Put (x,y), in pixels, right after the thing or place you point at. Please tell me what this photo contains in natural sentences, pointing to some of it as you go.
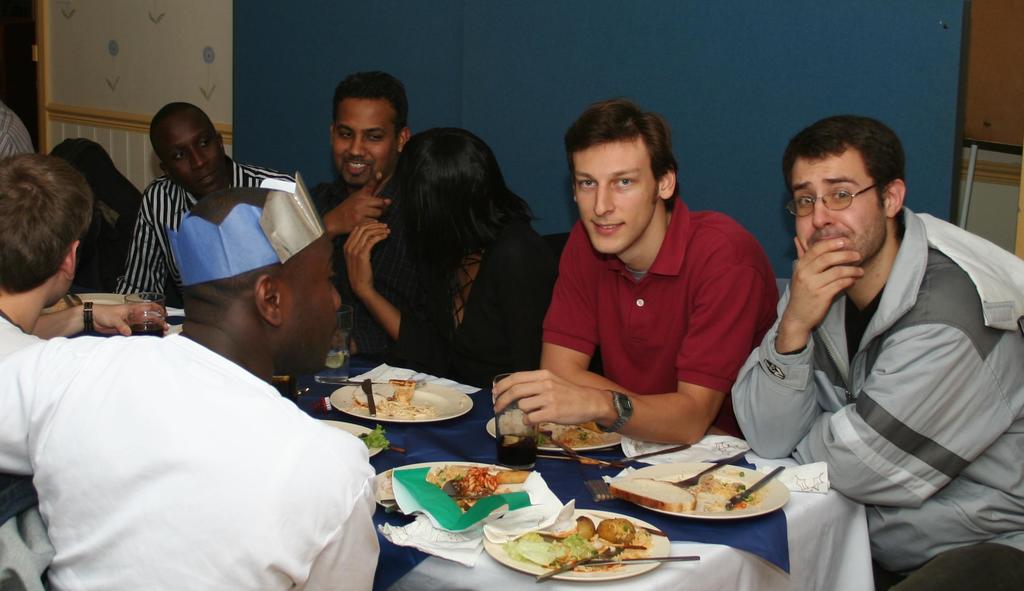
This image is taken indoors. In the background (221,129) there is a wall (578,107). At the bottom of the image (769,529) there is a table (740,561) with a tablecloth (726,553), napkins (566,513) and many things (493,493) on it. On the right side of the image (828,324) a few men (980,404) are sitting on the chairs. On the left side of the image (59,338) three men (66,372) are sitting on the chairs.
